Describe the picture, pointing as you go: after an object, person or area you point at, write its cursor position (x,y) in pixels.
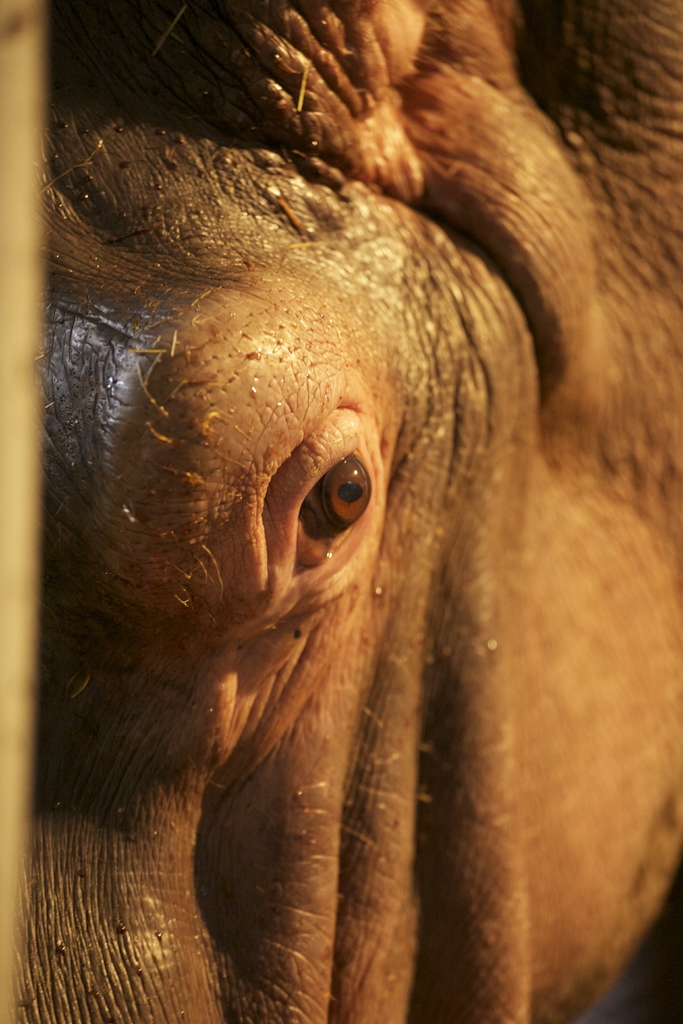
In the image, there is an eye (337,494) of an animal (331,638).
